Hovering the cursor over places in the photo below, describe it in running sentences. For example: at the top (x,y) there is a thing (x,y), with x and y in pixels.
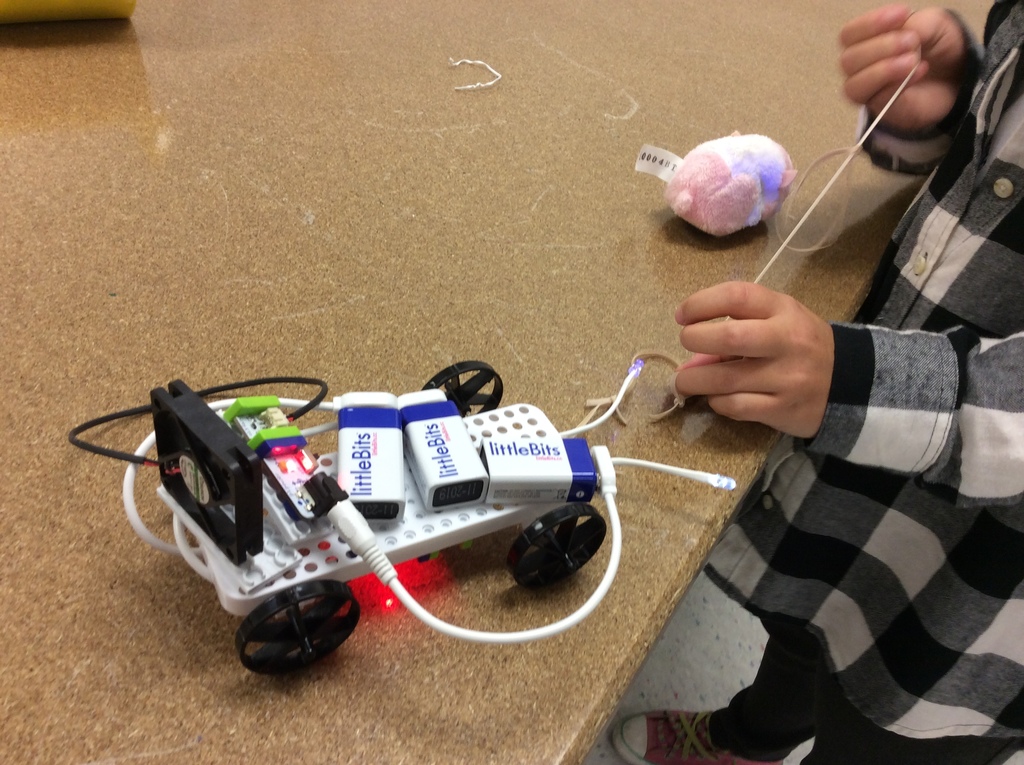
In this image there is a person (929,353) standing towards the right of the image (968,416), the person (926,461) is holding an object (887,103), there is a table (221,188) towards the left of the image (234,230), there are toys (294,529) on the table (541,194), there is an object (89,12) towards the top of the image (59,13).
